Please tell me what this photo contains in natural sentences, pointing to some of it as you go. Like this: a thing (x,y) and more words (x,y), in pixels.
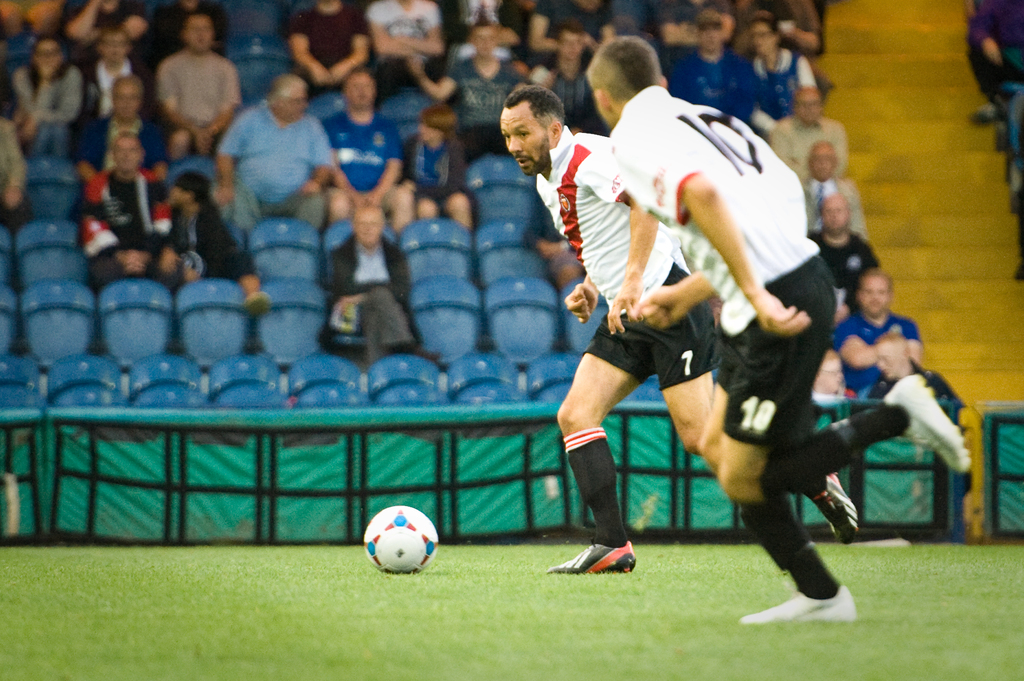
In this image we can see two persons (752,275) wearing white t shirt (607,285) and black short (670,360) are running on the ground (456,551). In the background (204,93) we can see group of audience (319,211).
